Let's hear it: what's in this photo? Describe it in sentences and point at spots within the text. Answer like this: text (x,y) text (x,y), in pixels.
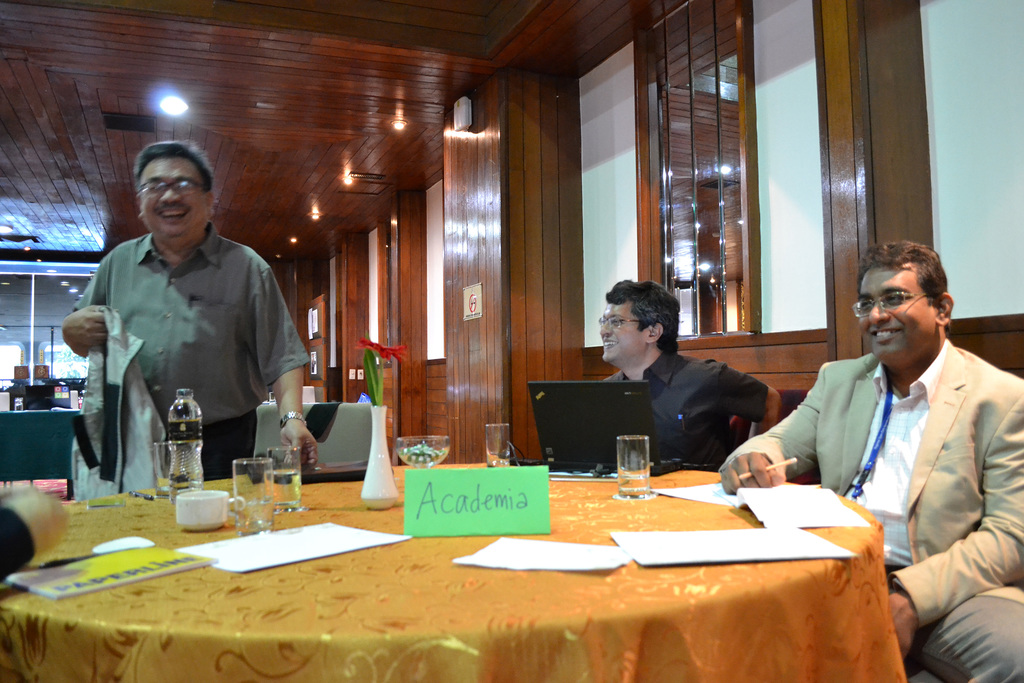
This is a picture of restaurant (259,398). here we can see a table (695,601) on which we can see papers (581,566) and a board (483,520). A flower vase (390,481), bottle (181,429) and glasses (268,503) and also a cup (199,498) on it. We can also see two men (833,407) sitting on chairs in front of a table (671,505). This man (778,460) is holding a pen (779,466) in his hand (776,474). Near to the table (713,481) we can see other man (180,169) standing wearing spectacles (149,190) and holding a smile on his face (159,182). This is a ceiling (189,114) and light (168,100).
